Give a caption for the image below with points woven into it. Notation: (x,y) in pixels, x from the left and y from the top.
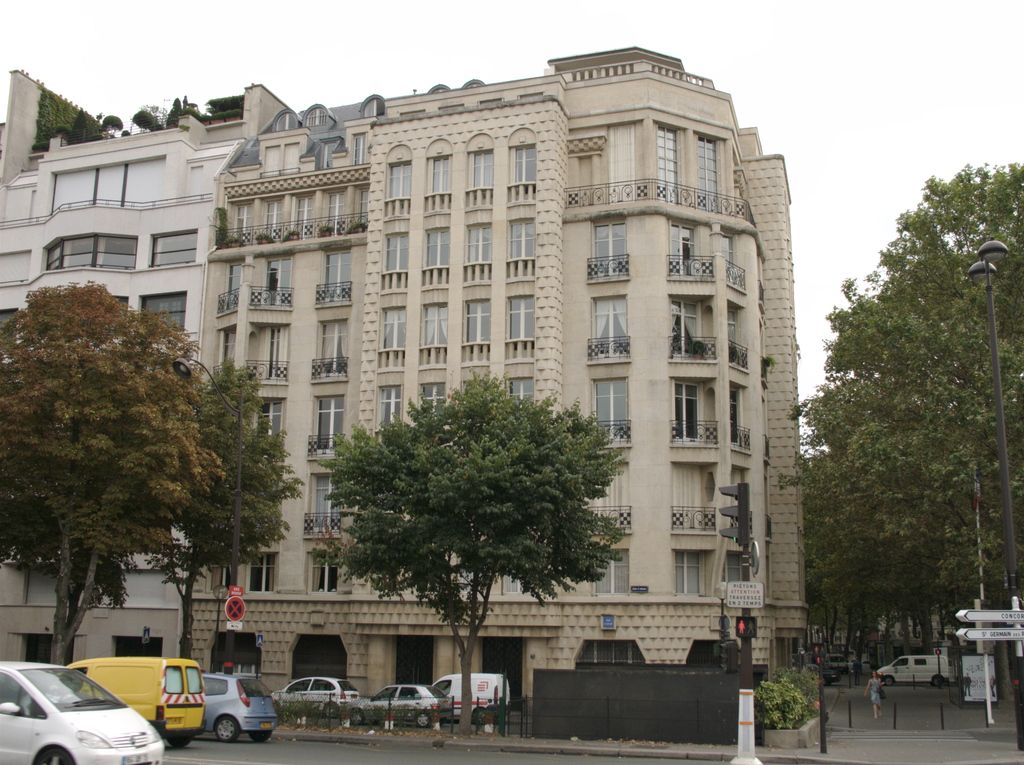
In this image, we can see buildings (506,343), trees (500,402), boards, poles (748,686), a person (872,696) and there are vehicles (495,706) on the road (501,763). At the top (812,69), there is sky (779,59).
